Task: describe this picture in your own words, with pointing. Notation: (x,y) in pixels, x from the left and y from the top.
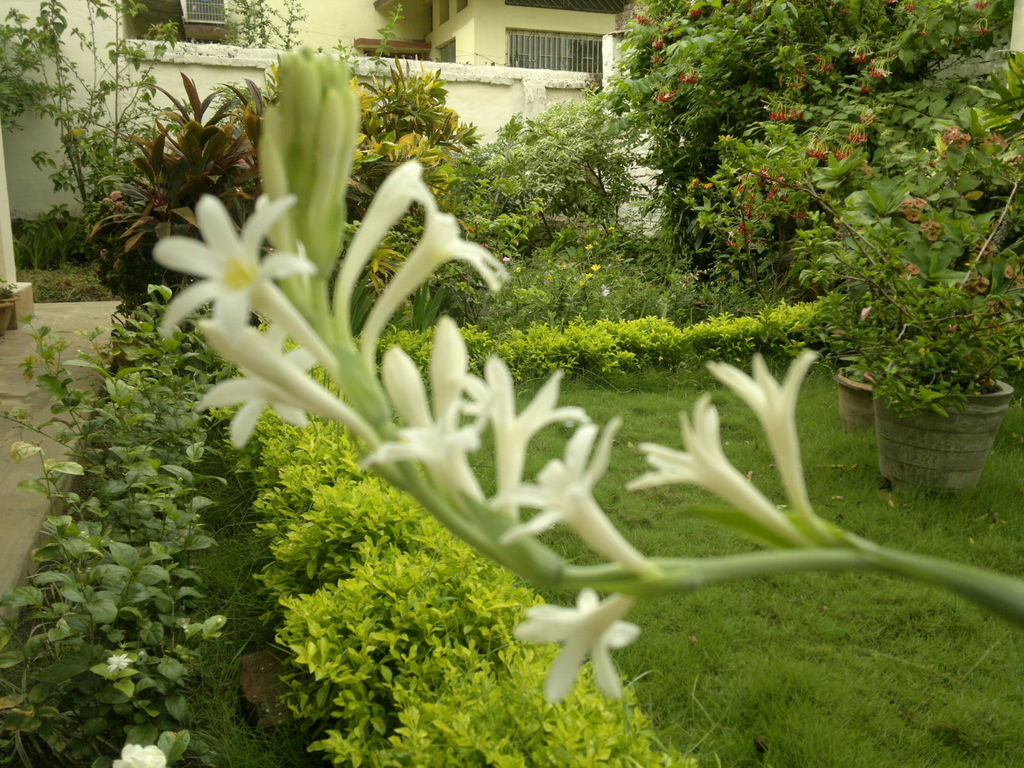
There are white color flowers (342,314) on a stem (322,315). In the back (720,652) there are flowering plants (147,539), grass lawn (837,652). Also there are pots (867,396) with plants (929,367). In the background (472,81) there is a wall (172,45) and a building (400,43).
